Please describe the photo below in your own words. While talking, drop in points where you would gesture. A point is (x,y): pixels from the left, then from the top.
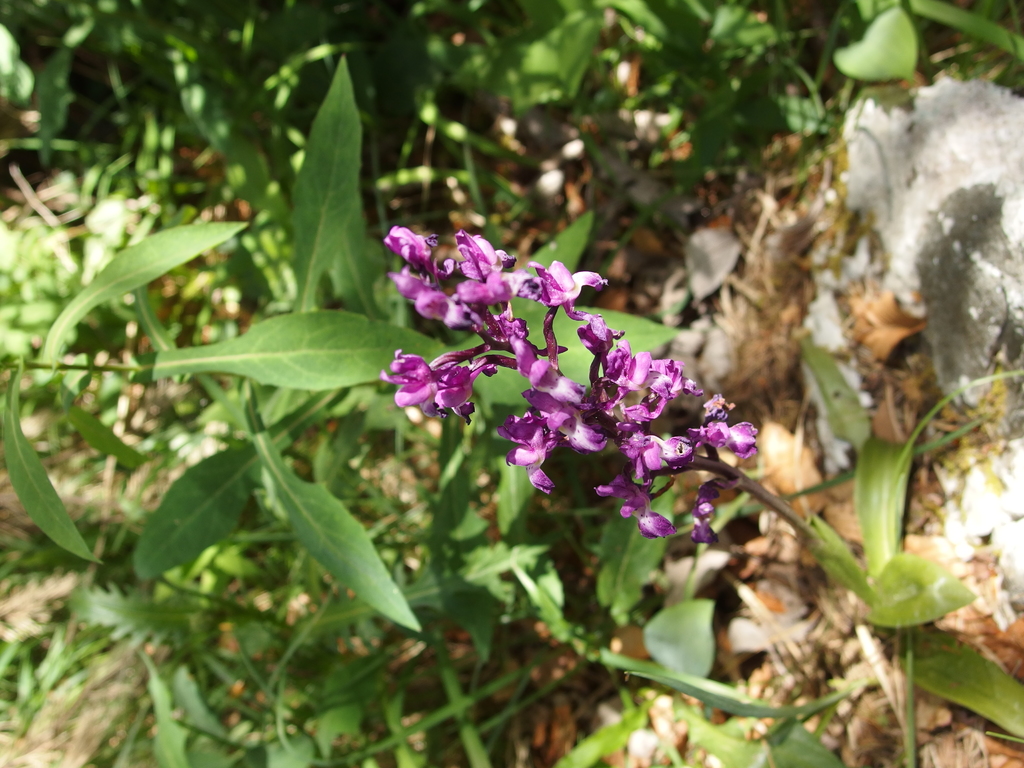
In this image we can see a bunch of flowers (589,414) to the stem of a plant (924,658). We can also see some leaves (635,320).
